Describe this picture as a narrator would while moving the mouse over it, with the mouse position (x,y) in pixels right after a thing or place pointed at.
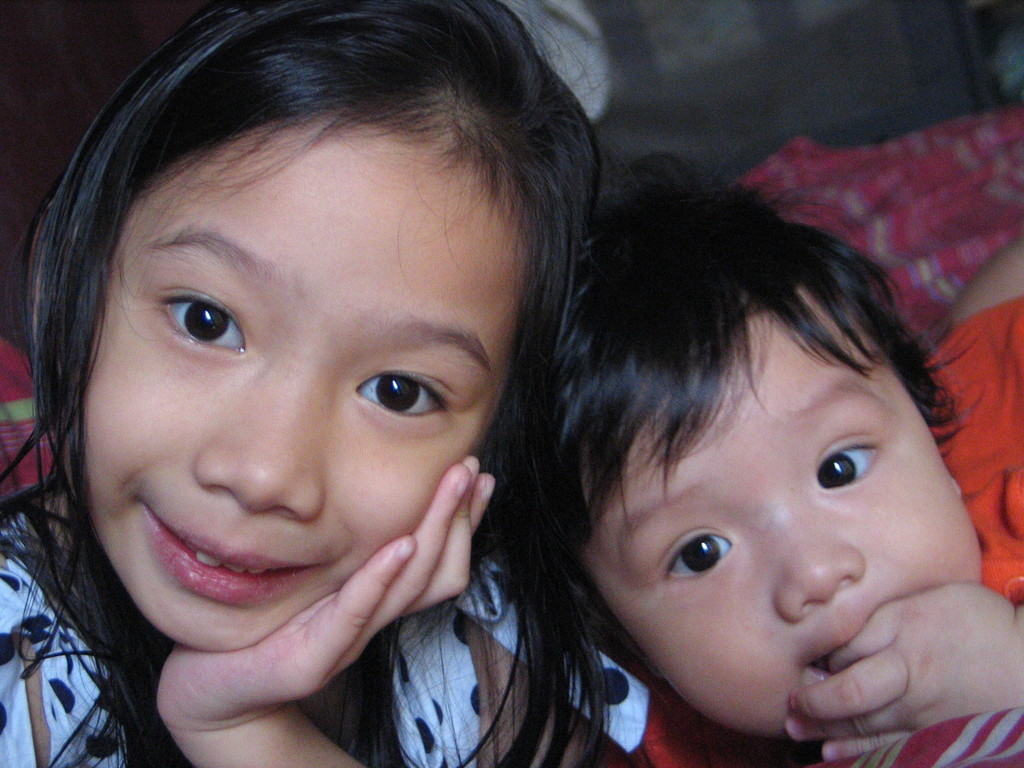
In this picture we can see two small children (220,702) lying down in the front (272,709) and giving a pose into the camera.
